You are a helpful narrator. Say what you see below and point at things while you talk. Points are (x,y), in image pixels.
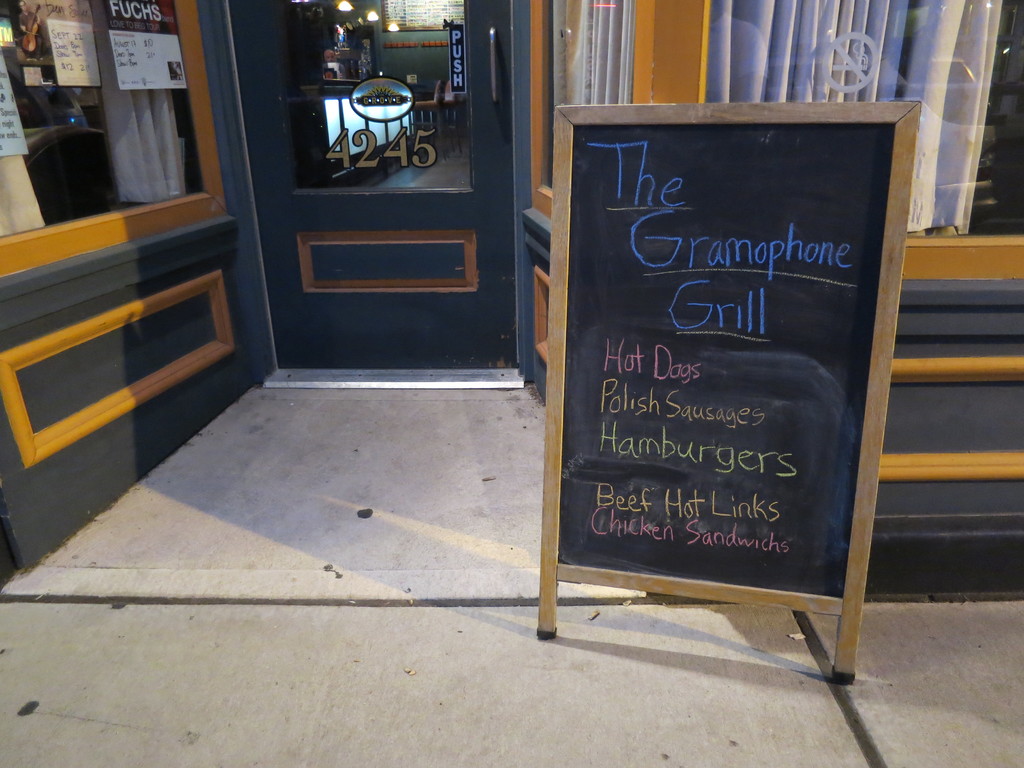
In this image we can see a board (656,448) with some text (754,410) on it which is placed on the surface (1000,748). We can also see a door (421,228) with some numbers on it and some curtains (146,181). On the backside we can see some chairs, a wall (396,51) and some ceiling lights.
